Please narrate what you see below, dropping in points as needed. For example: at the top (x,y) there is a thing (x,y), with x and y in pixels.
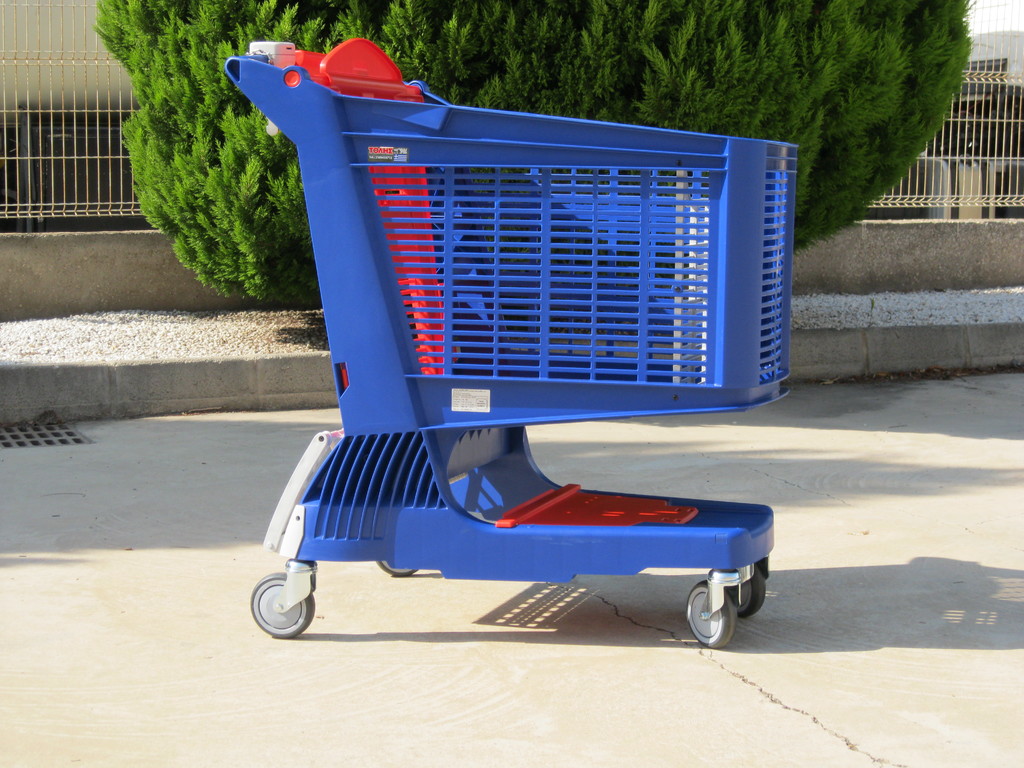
In this image we can see a trolley (438,416) on the ground (460,588), there is a tree (269,163) and railing (84,138) on the wall (869,265) in the background (843,148).
